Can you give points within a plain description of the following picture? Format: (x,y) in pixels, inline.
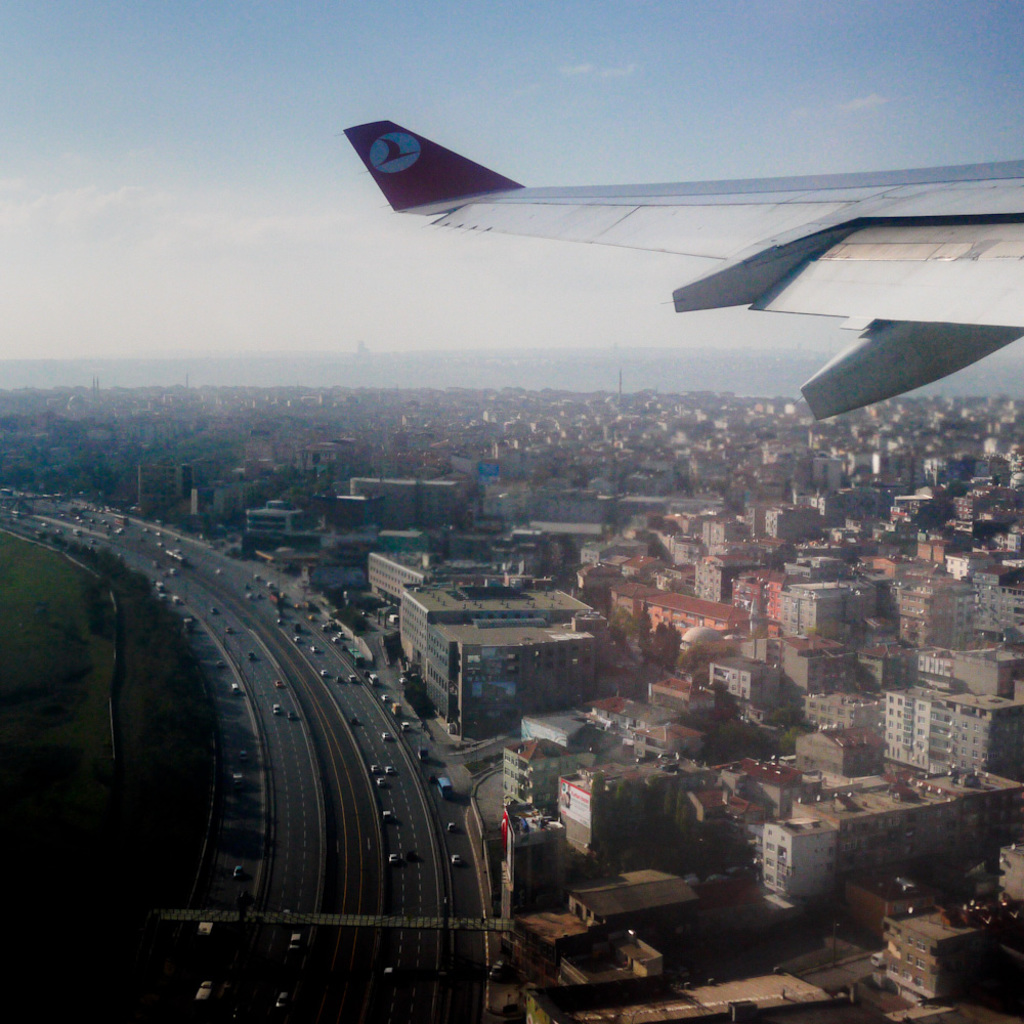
As we can see in the image there are buildings (480,568), plane (1009,216), vehicles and a sky (164,159). The image is little dark.
